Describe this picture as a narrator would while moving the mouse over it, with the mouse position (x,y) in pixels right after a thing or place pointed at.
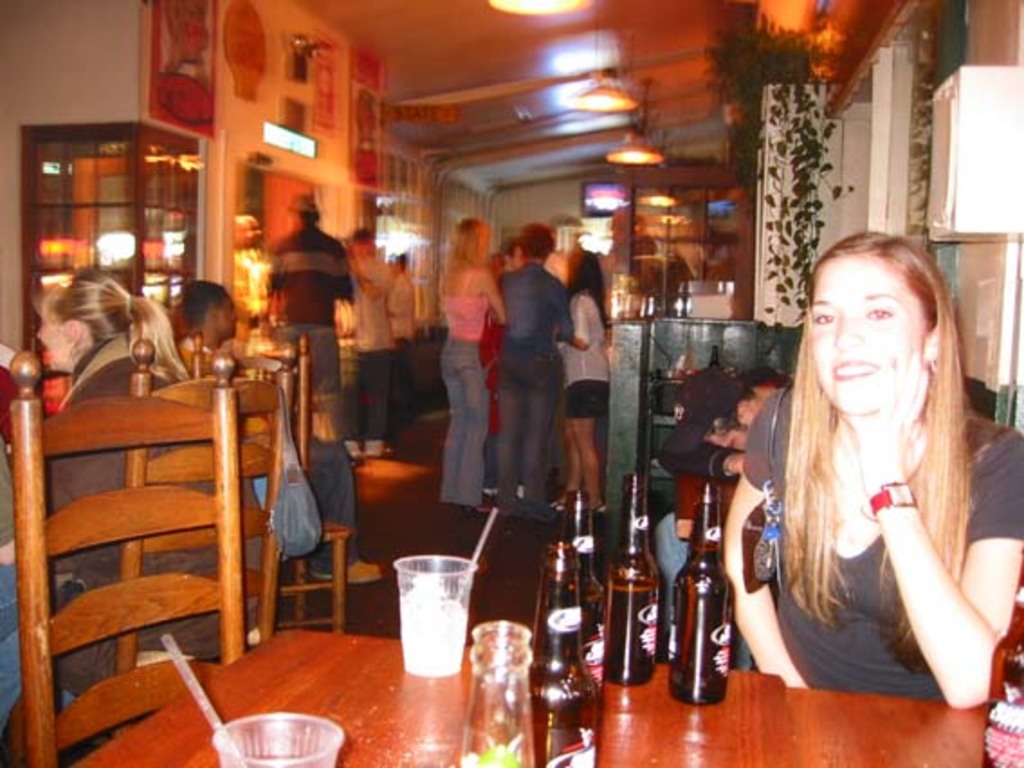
In this picture we can see a table (647,749). On the table (637,726) we can see glasses (439,624) and bottles (571,656). Here we can see one woman (811,312) sitting on a chair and holding a pretty smile (840,372) on her face (857,385). At the background (302,281) we can see few persons (341,249) standing. At the left side of the picture (330,518) we can see few persons (158,311) sitting on the chair (244,396). These are lights (589,104). These are plants (741,82).
